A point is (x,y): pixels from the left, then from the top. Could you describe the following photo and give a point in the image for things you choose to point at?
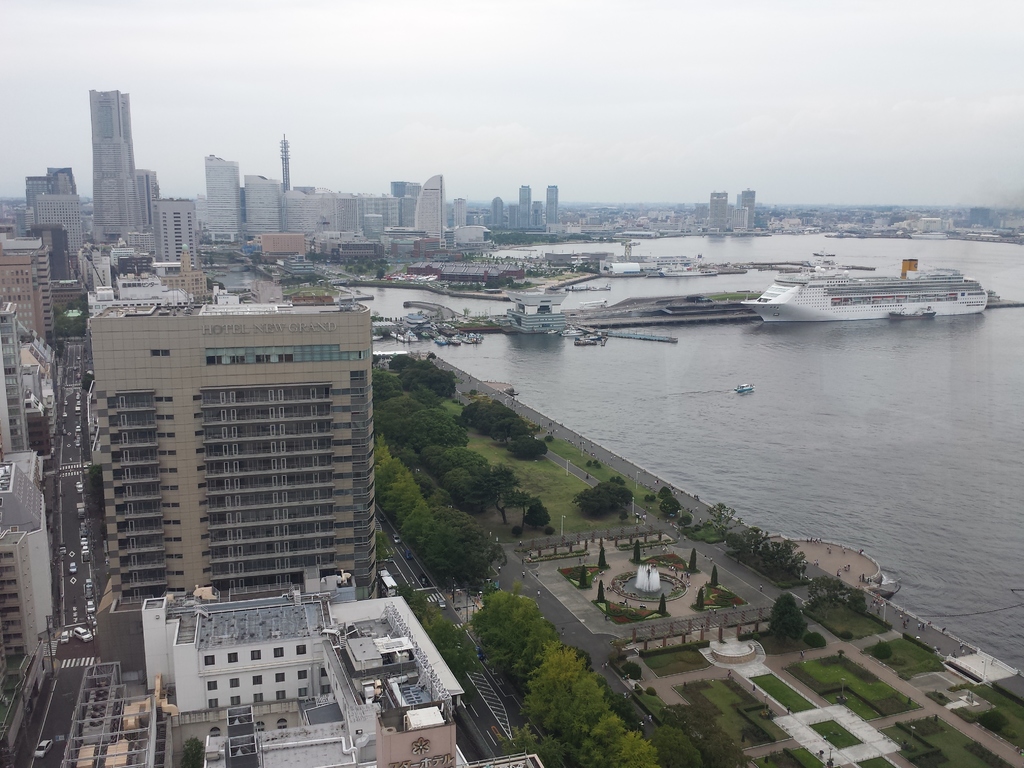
In this image we can see ships (877,287) on the ocean (617,344), there are buildings (133,368), vehicles (92,605) on the road (70,631), there are plants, trees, also we can see the sky (751,73).
